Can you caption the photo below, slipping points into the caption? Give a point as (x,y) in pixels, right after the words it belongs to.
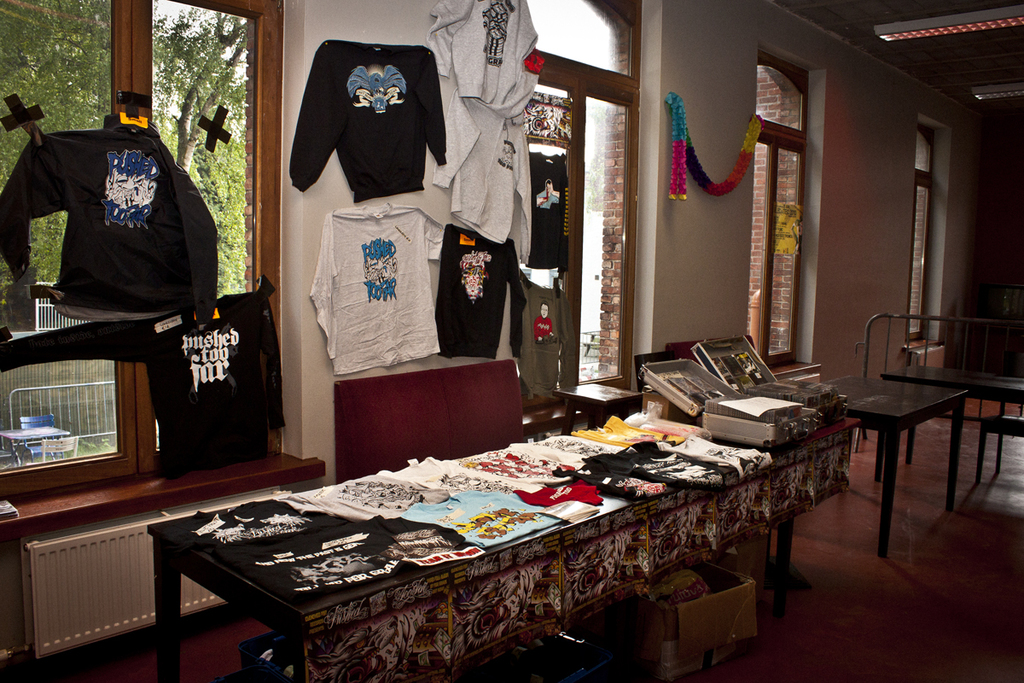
A picture of a store (876,399). On this table (699,511) there are different type of clothes (507,508) and boxes (751,385). Clothes (539,312) are on wall (408,5). Cardboard box (644,605) is on floor (832,621).
